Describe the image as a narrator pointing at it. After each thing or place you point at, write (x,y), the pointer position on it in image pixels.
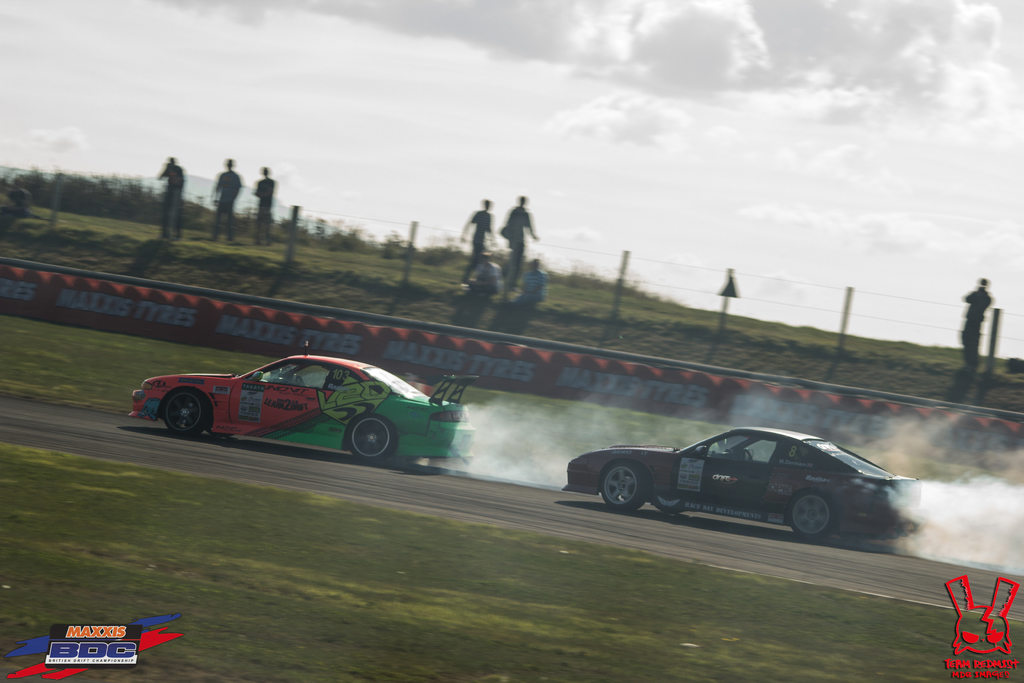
In the image there are two cars (783,487) moving on the road (514,508) and they are emitting some smoke (896,453), behind the cars (431,427) there is a fencing (308,307) and behind the fencing (291,221) there are few people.
